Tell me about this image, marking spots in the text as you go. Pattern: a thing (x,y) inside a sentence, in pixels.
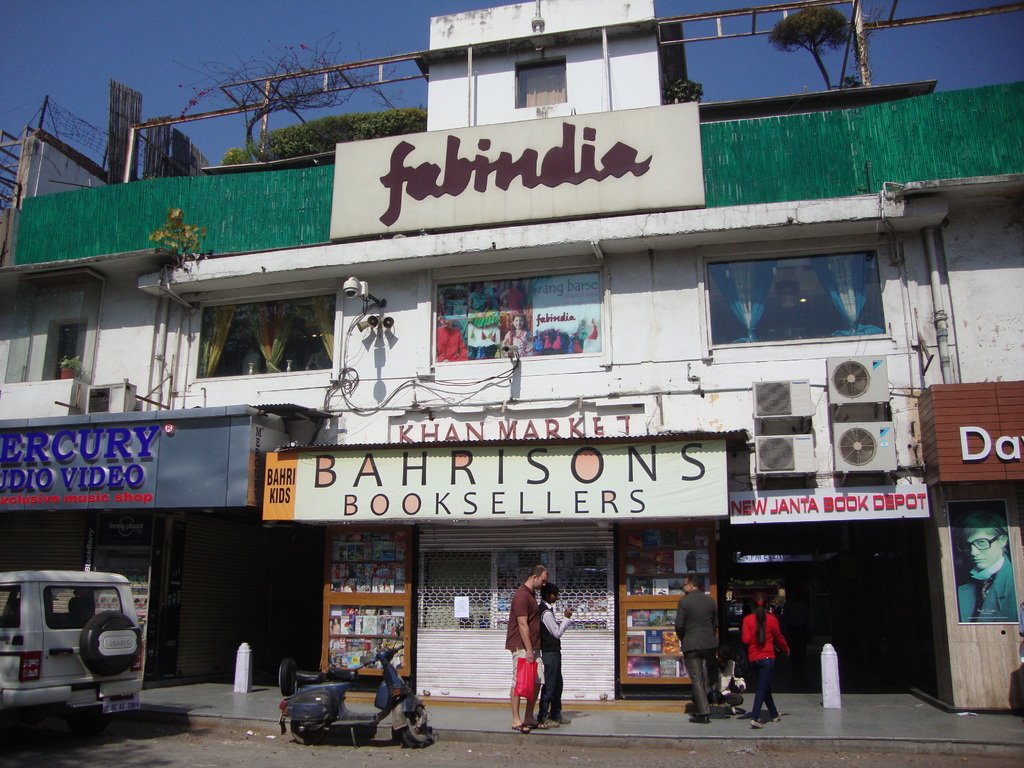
In this picture we can see the building (540,525), we can see some shops (475,614), book shelves (621,674), in front (763,646) we can see vehicles (318,680) are parked on the road (478,755) and few people (677,608) are walking.
